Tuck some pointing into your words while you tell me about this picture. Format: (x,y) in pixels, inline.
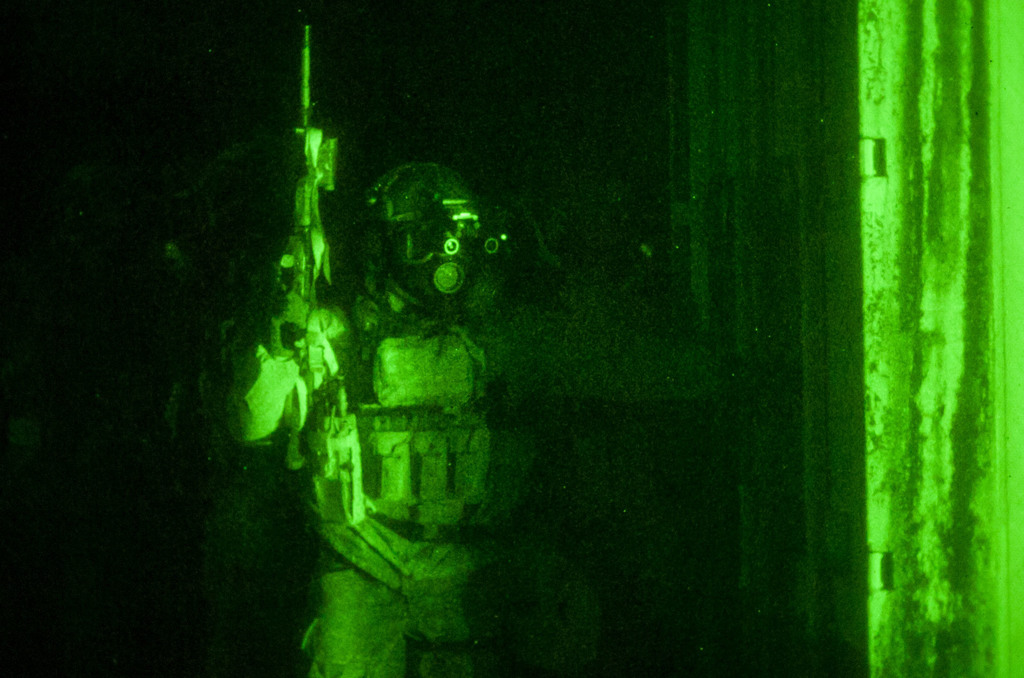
In this image I can see a person (349,414) is standing in the front (321,398). I can see this person (457,368) is wearing a night vision face mask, a jacket (354,375) and I can see this person (276,352) is holding a gun (303,91). I can also see this image is black and green in colour.
